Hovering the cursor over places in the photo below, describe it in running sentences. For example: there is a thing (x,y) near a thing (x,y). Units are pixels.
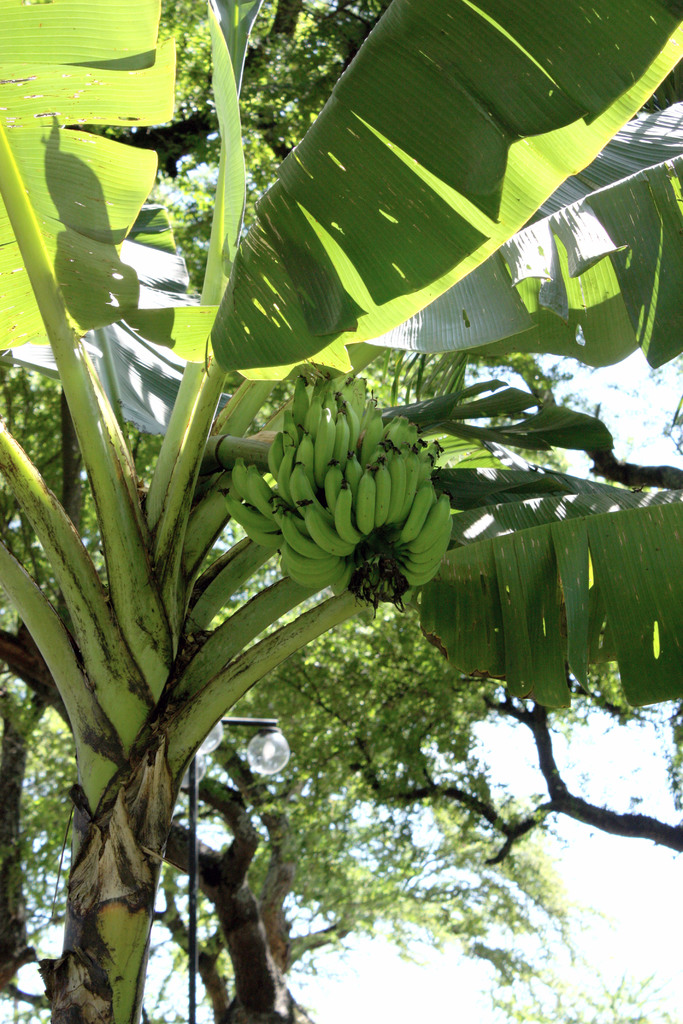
In this image in the front (105,472) there is a banana tree (209,552). In the background (278,774) there are trees (294,787).
